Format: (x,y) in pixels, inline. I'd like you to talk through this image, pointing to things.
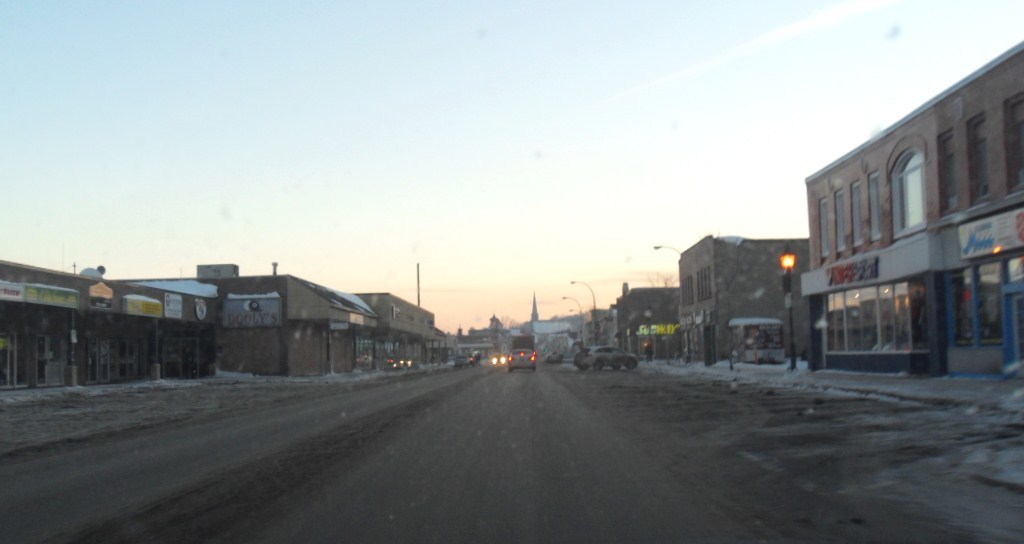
In this image we can see buildings (639,313), name boards (978,238), street poles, street lights (595,298), motor vehicles (556,357) on the road (682,390) and sky (468,145).
